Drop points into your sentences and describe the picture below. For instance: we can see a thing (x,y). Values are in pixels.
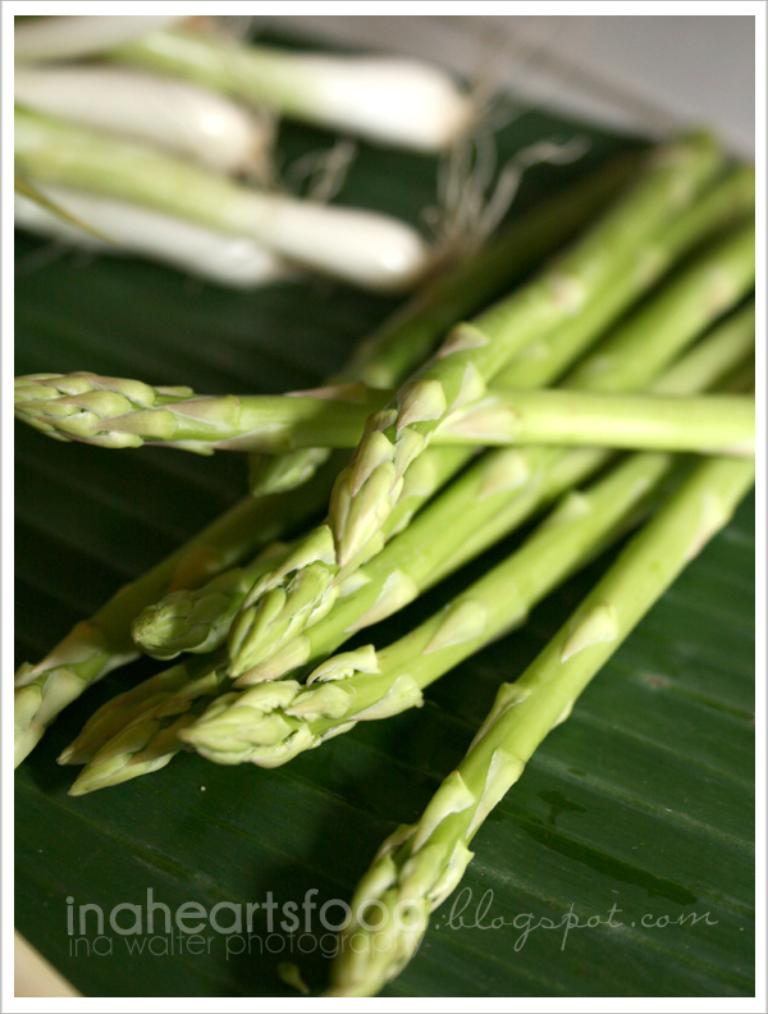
In this image I can see number of green colour things (389,509) in the front (478,512). On the bottom side of this image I can see a watermark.
